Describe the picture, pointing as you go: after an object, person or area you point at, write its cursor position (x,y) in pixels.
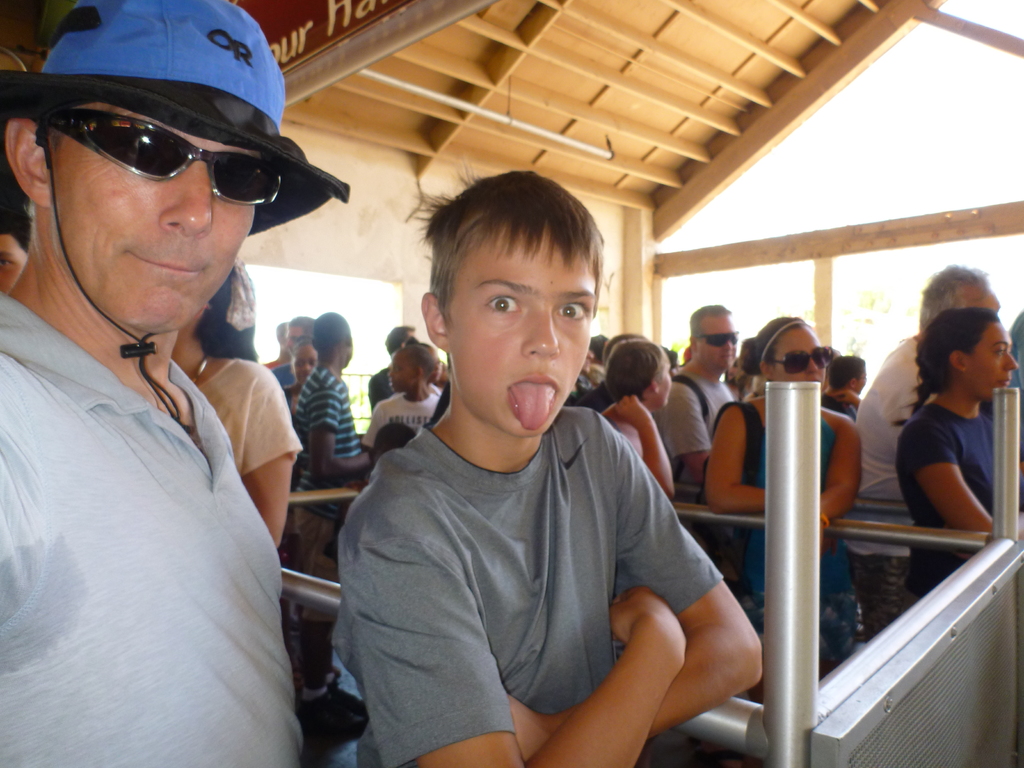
In this image we can see a group of people (758,555) standing. On the right side of the image (756,744) we can see, metal poles (989,587) and some wood pieces (1005,215). At the top of the image (360,3) we can see a board (350,30) with some text (358,16) and the roof (555,59).
